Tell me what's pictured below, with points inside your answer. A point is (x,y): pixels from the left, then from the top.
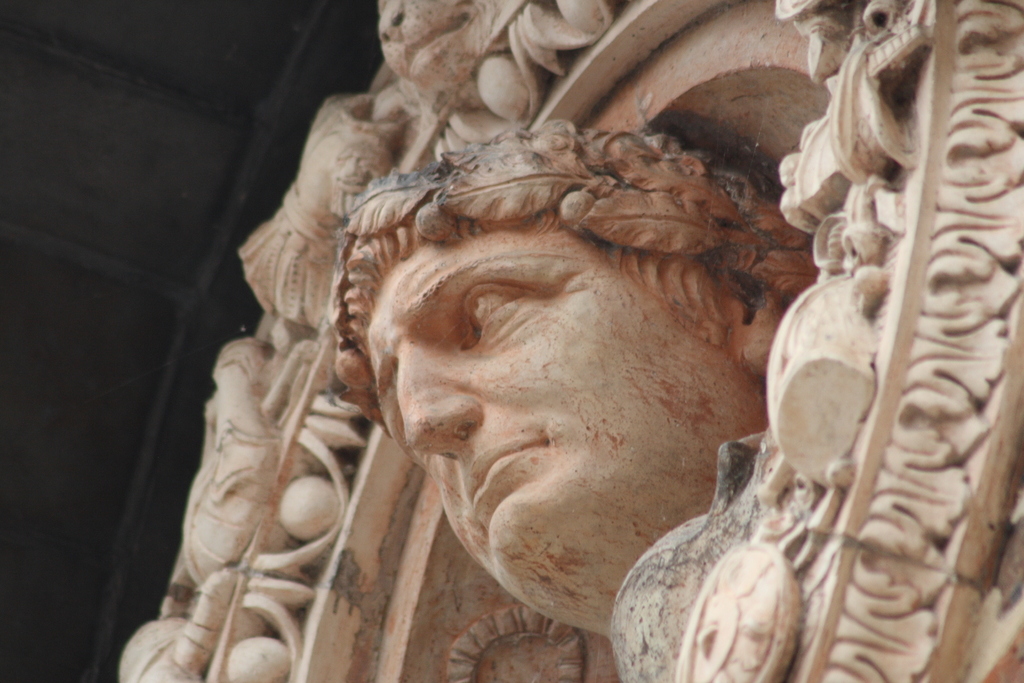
In the picture we can see a face sculpture (567,518) which is white and some reddish color to it and some designs (205,650) around it.
